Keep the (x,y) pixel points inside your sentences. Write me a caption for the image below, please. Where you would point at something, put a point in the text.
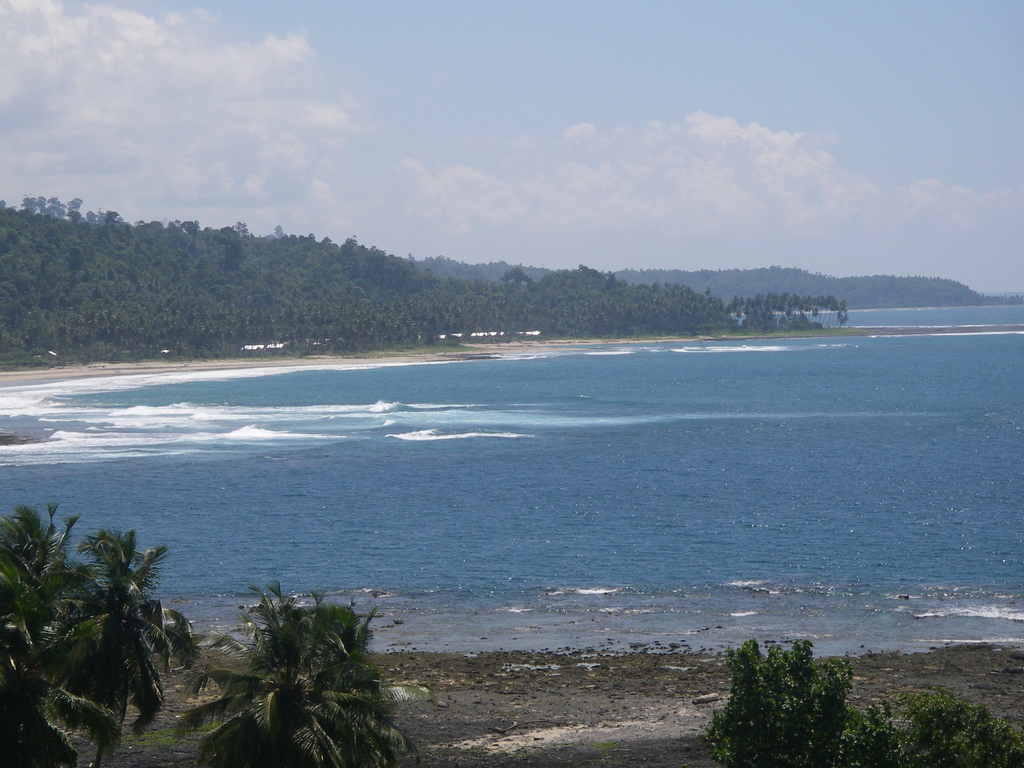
In this image I can see few trees (158,677), the ground (513,704) and the water (633,466). In the background (642,331) I can see few mountains (640,284), few trees (524,303), the ground (322,361), the water (869,315) and the sky (843,139).
